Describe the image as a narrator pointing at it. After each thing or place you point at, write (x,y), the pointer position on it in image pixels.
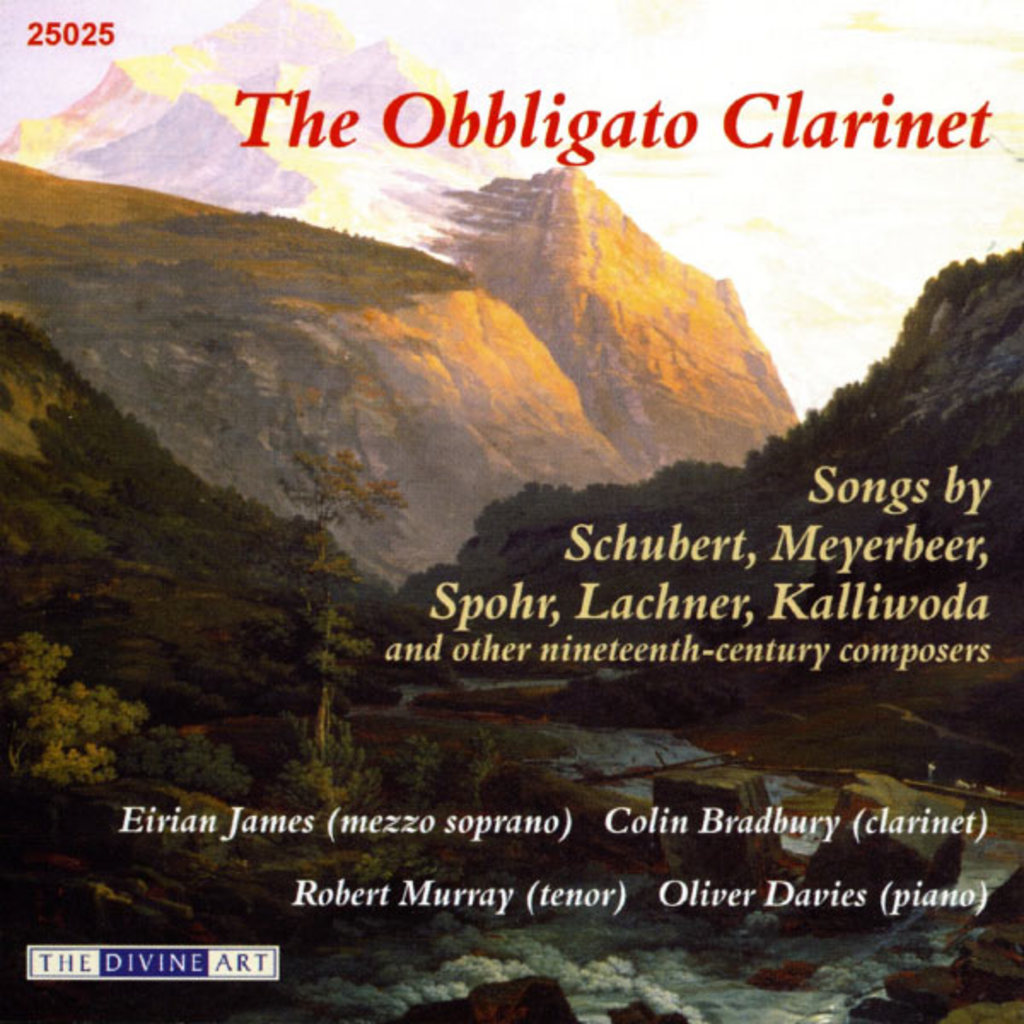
In this picture we can see a poster (262,499) of mountains (231,304), trees (181,647) and the sky (765,290). On the poster (401,176), there are words (626,824), numbers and symbols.
